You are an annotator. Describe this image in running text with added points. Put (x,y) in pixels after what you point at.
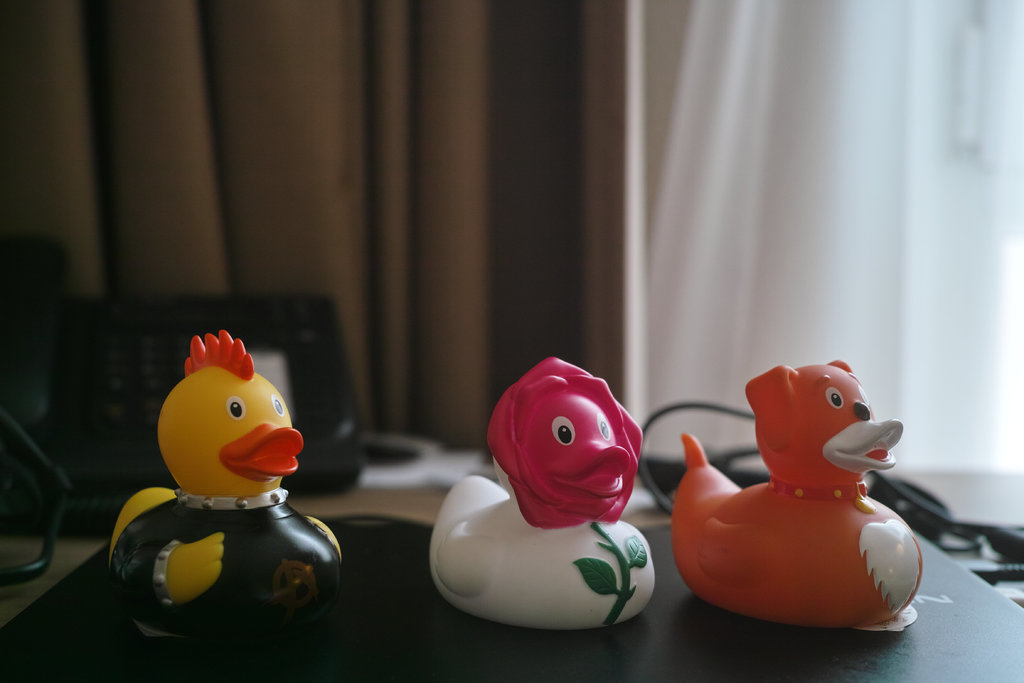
In this image we can see toy ducks (179,568) placed on the laptop (318,633). In the background (453,263) we can see telephone (107,486), curtains (441,178) and cables (65,503).
